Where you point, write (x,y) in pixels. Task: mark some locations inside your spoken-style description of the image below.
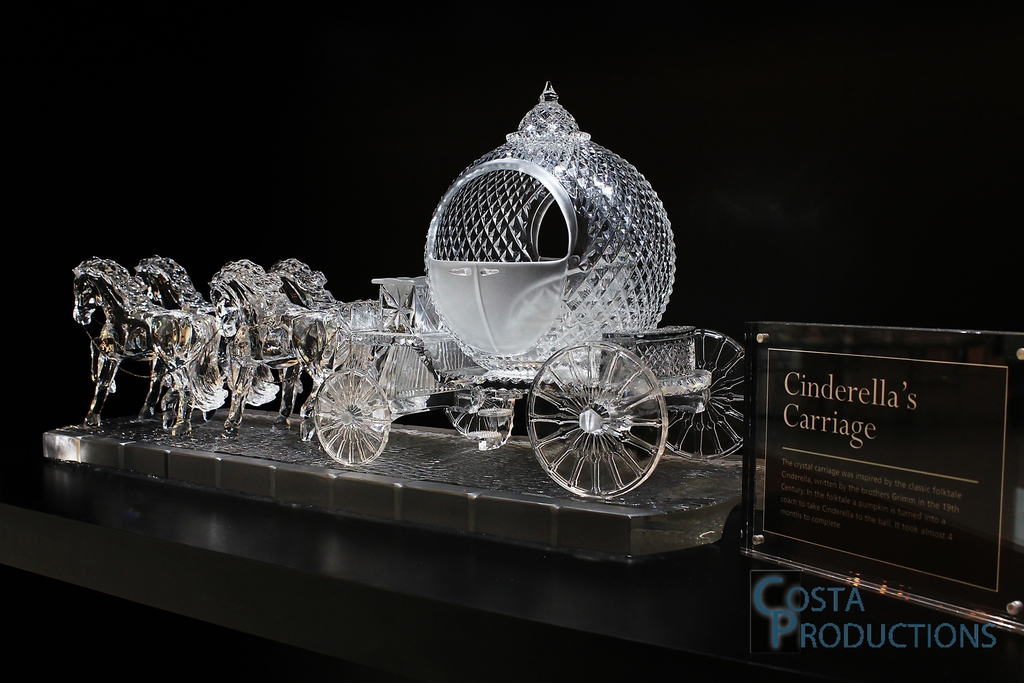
Here I can see a Cinderella carriage (577,372) which is made up of glass (260,334) and this is placed on a table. On the right side (838,454), I can see a black color board (847,481) on which I can see some text (805,493).
